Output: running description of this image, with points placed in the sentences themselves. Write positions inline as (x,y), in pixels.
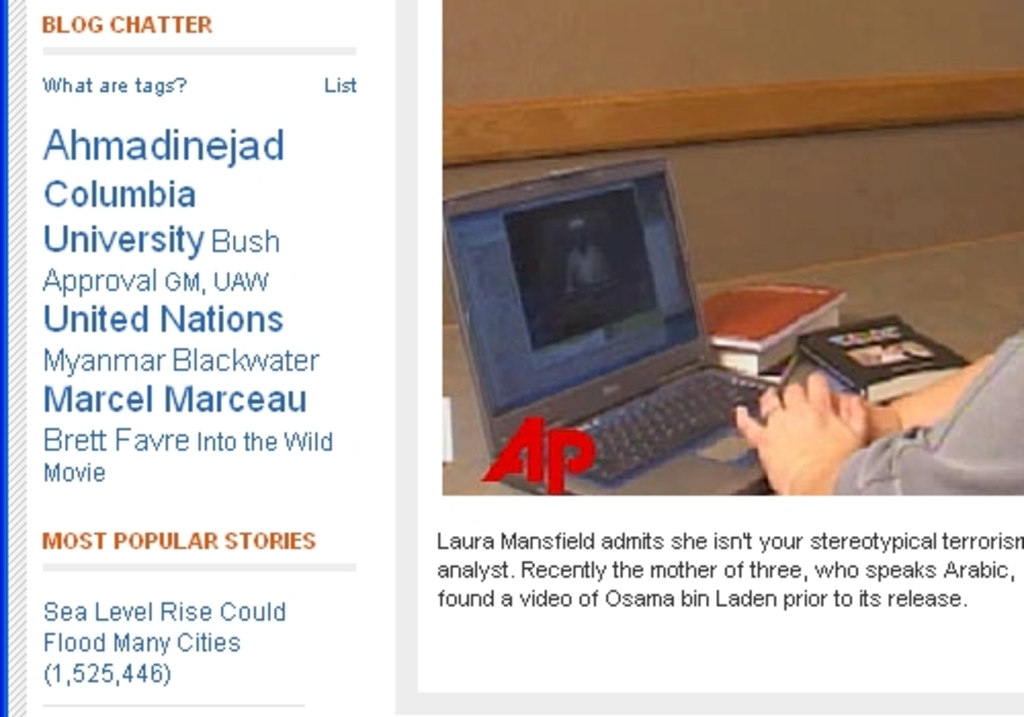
In this image I can see on the left side (227,413) there is the text (302,363), on the right side (693,412) there is the laptop (633,384). Beside it there are books (779,359), in the right hand side (845,415) bottom there are human hands (882,423).
